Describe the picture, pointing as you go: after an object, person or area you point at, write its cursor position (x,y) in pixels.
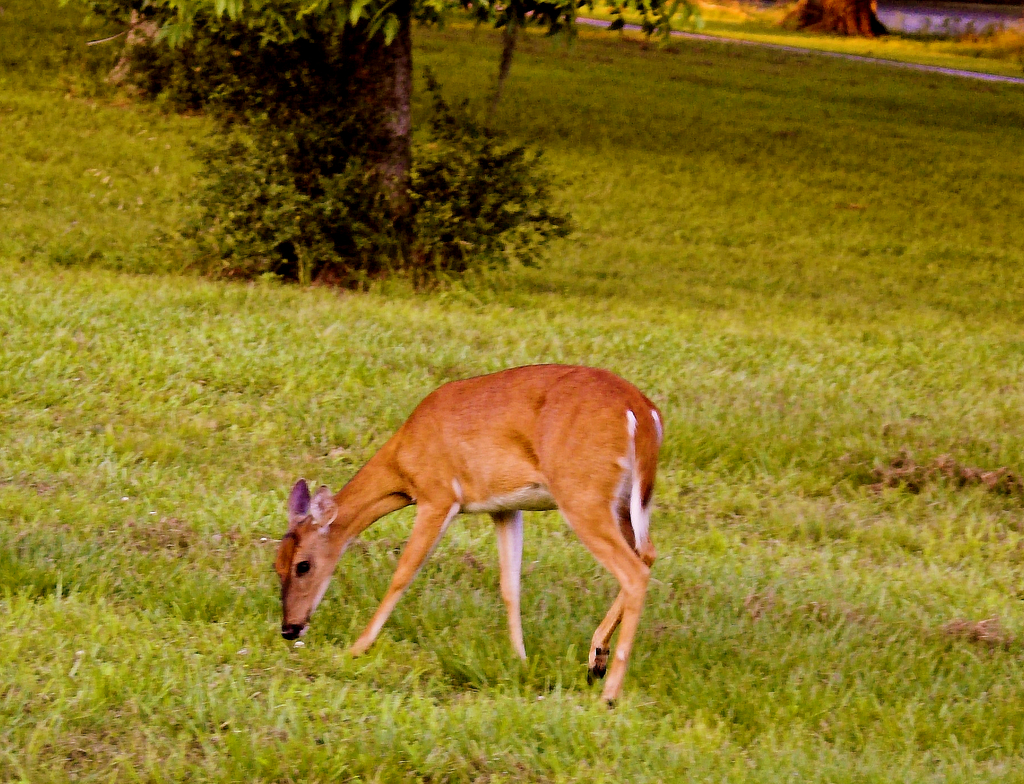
In this image I can see an open grass ground (291,316) and in the front (322,566) I can see a brown colour deer (396,579) is standing. In the background (321,200) I can see few plants (481,266) and a tree (303,20).
